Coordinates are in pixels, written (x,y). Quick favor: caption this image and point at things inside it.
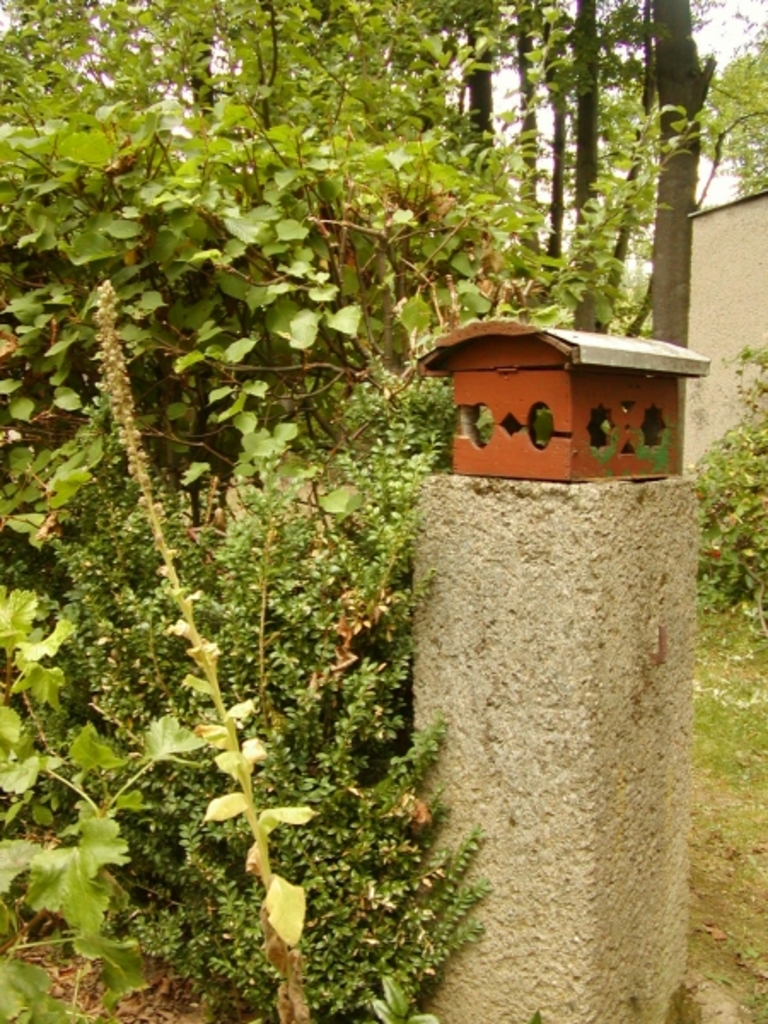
We can see box (555,408) on the surface (543,497), plants (388,407) and grass (714,800). In the background (584,103) we can see trees (726,134), wall (744,306) and sky (734,190).
